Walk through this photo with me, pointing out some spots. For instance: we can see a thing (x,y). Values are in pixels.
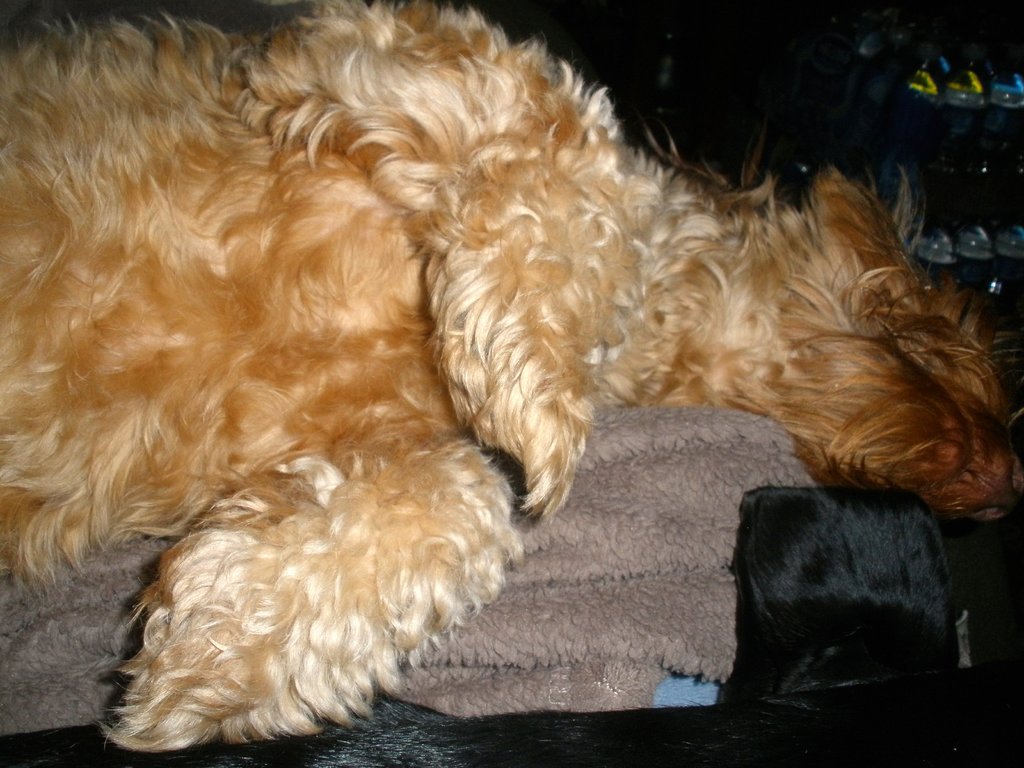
In this picture, we see the dog (278,328) is sleeping on the sofa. we see a blanket (622,607) in brown color. On the right side (955,98), we see something in white, yellow and blue color. In the background (682,83), it is black in color. This picture is clicked in the dark.
